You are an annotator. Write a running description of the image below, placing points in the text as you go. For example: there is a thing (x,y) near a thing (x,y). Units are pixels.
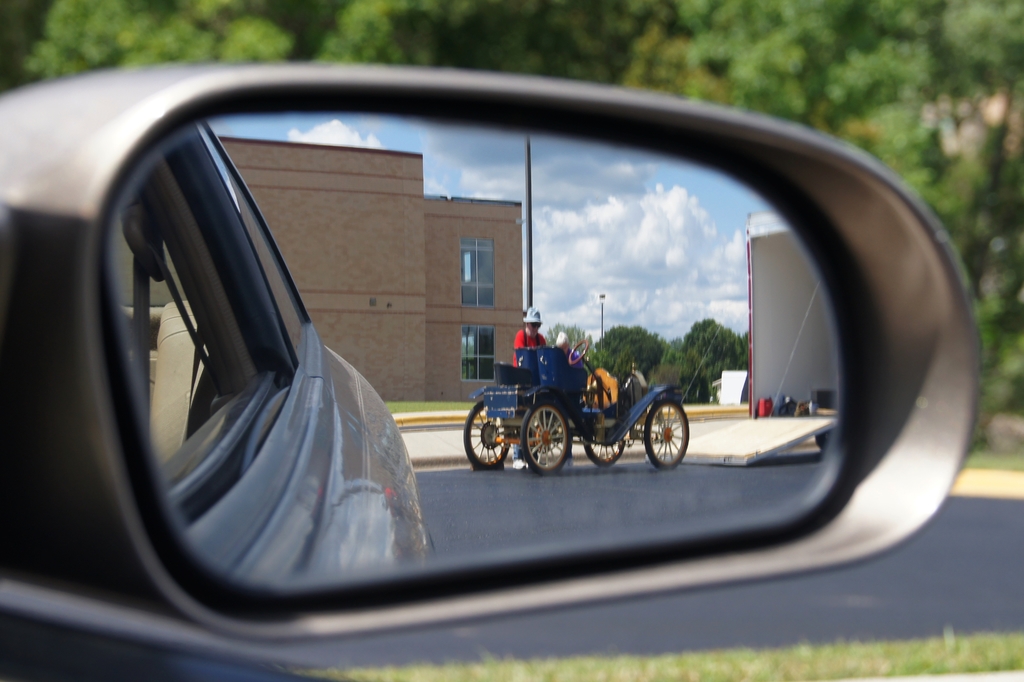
In this image I can see a mirror (423,377) of a vehicle (211,453) and in this mirror (614,392) I can see reflection (491,430) of a vehicle (520,410), a person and of a building (438,318). I can also see number of trees (647,364), clouds (692,223) and the sky (708,187). I can also see this image is little bit blurry from background (554,22).
